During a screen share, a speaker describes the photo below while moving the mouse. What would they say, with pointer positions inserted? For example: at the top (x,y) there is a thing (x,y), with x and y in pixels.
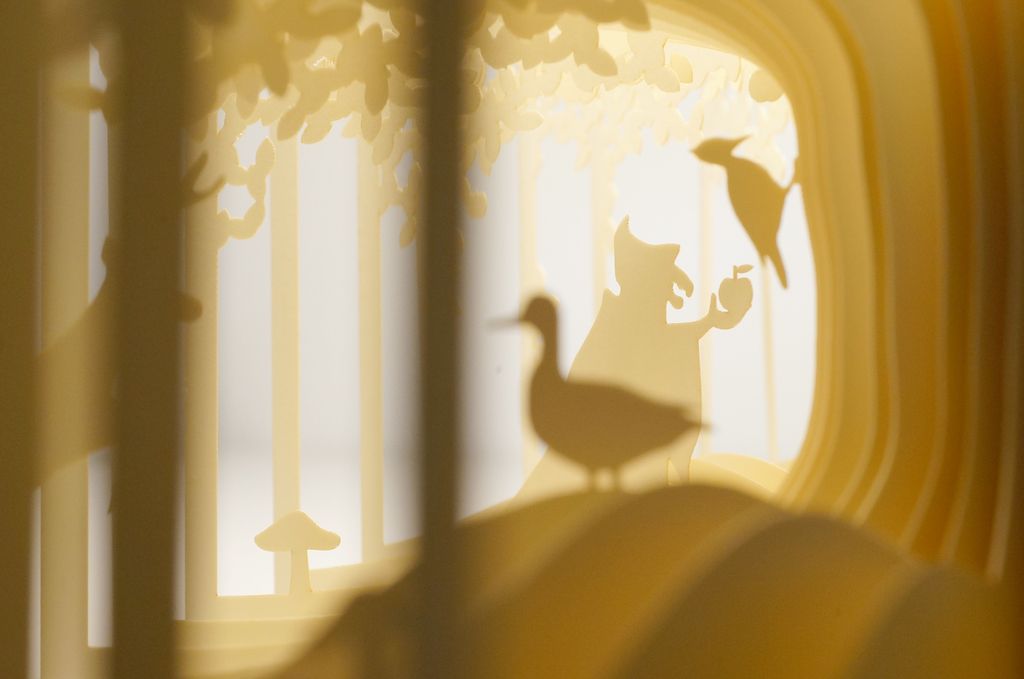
In this image we can see shadows (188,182) of birds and animals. Also there are steps (261,609). And we can see leaves (291,61).
